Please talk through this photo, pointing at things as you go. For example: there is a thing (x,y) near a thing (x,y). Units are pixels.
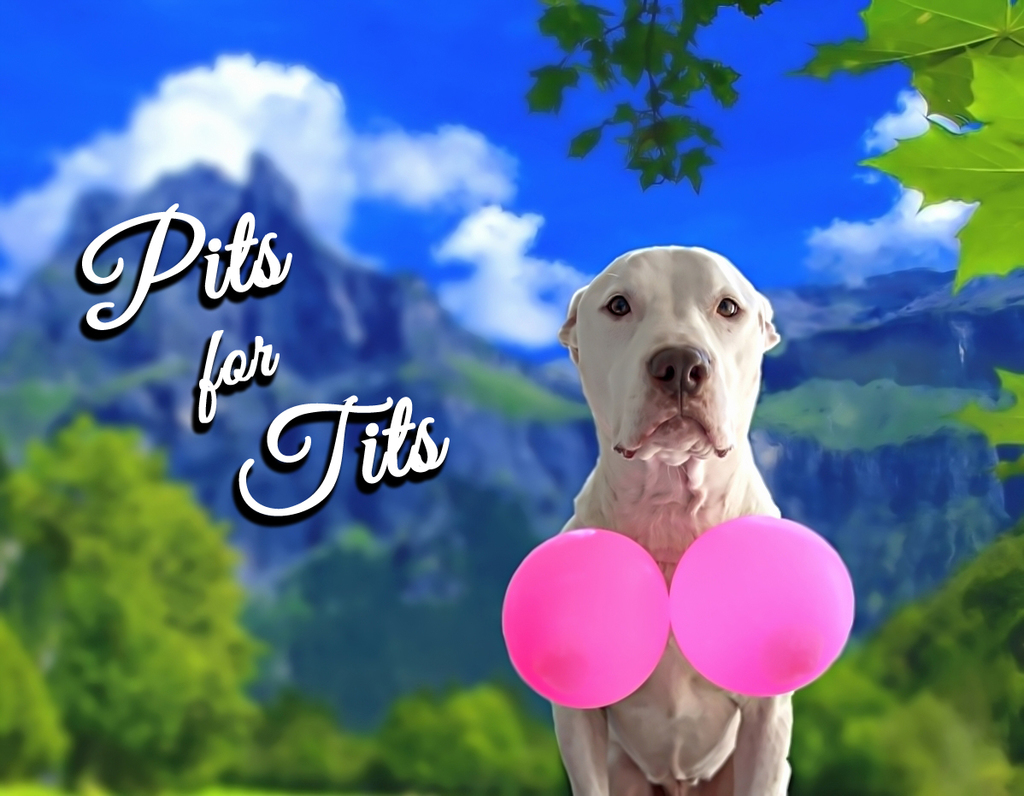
Here we can see balloons (646,606) and dog (693,485). Something written on this poster (249,403). Background (198,545) it is blur. We can see clouds (502,281), mountain (183,414) and trees (810,785).
